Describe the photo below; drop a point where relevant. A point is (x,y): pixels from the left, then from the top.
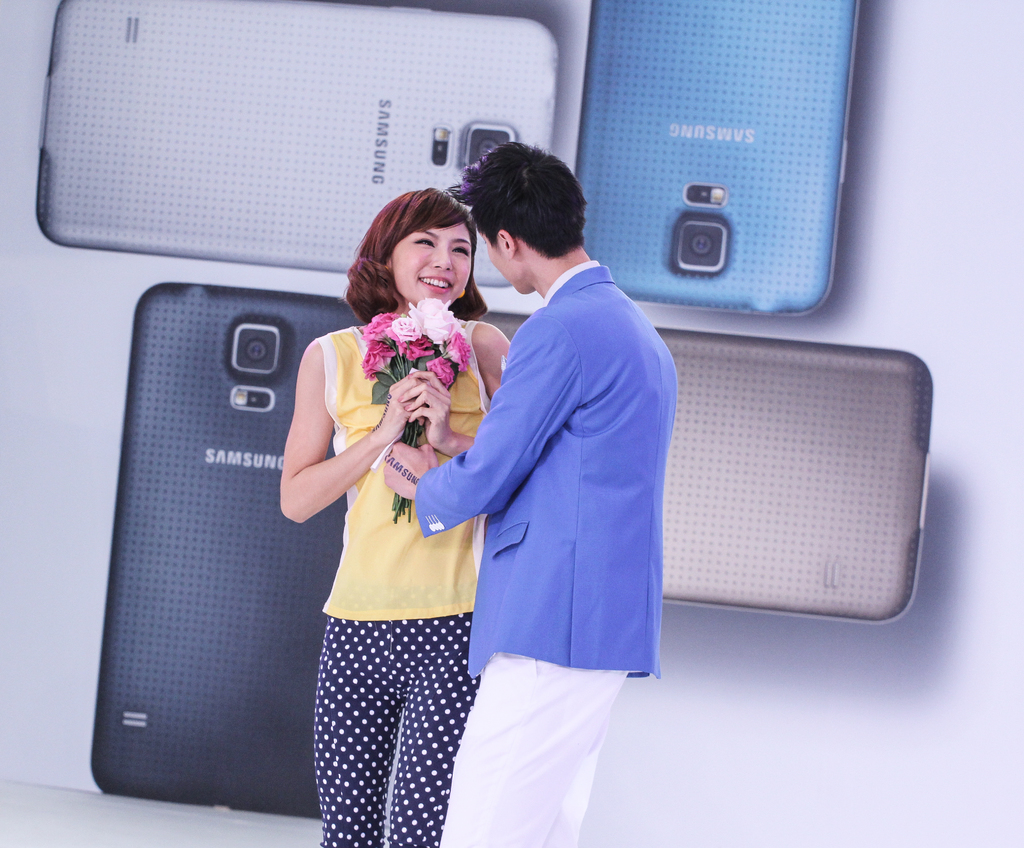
In this image in the center (456,472) there are persons (461,579) standing. The woman (379,631) standing in the center (408,532) is holding flowers (439,355) and smiling. In the background (222,292) there is banner (226,296) with images (332,231) of mobile phones (760,294).
